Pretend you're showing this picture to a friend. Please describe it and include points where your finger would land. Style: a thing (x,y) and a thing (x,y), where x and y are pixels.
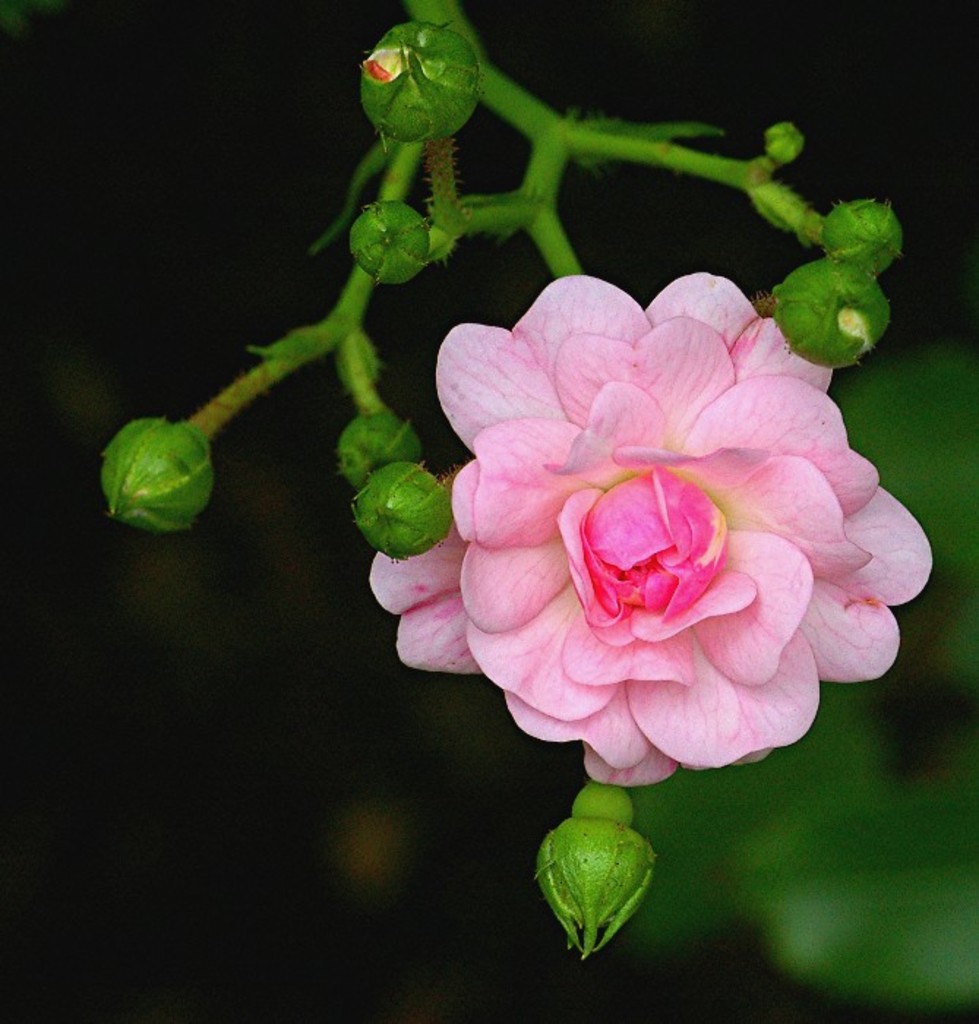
In this image, we can see a flower (555,450) and some buds (581,949). We can also see the blurred background (475,918).
